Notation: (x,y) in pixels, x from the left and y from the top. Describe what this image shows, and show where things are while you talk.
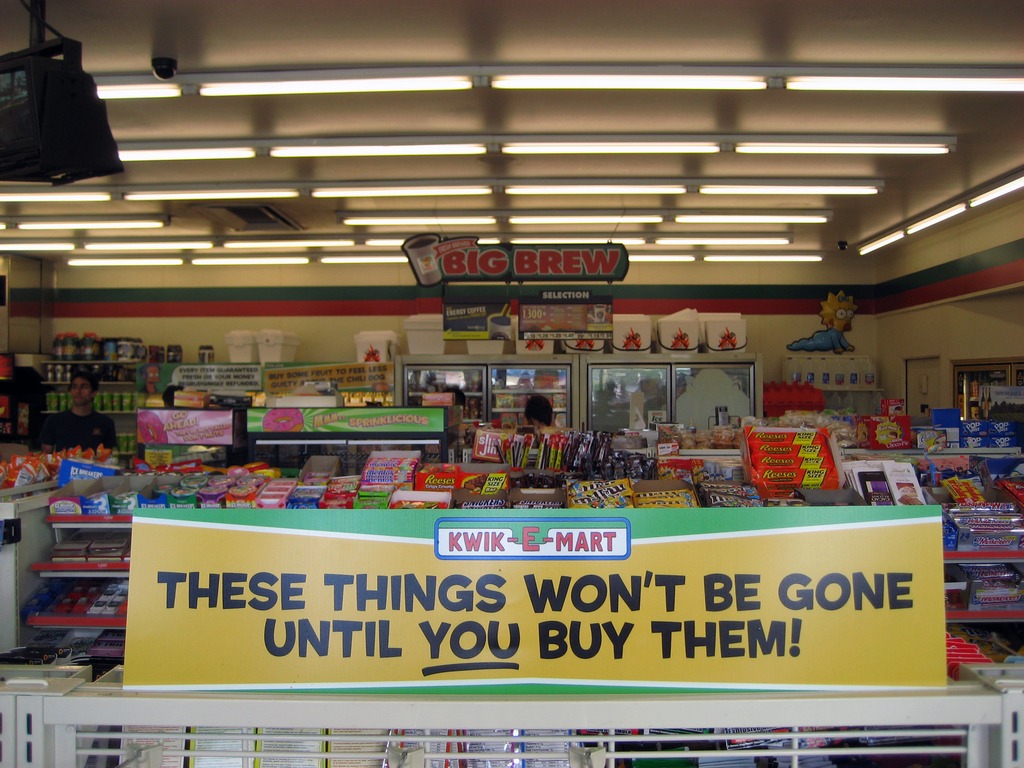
In this image there is an inside view of a supermarket (598,392), there are boards (660,647), there is text (660,647) on the boards (576,595), there are shelves (981,616), there are objects (679,492) on the shelves (807,504), there is a man (96,436) standing towards the left of the image (85,417), there is a wall (889,363), there are objects (827,328) on the wall (886,321), there is the roof (548,161) towards the top of the image (470,156), there are lights (437,88), there is a screen (108,136) towards the left of the image (36,108).
